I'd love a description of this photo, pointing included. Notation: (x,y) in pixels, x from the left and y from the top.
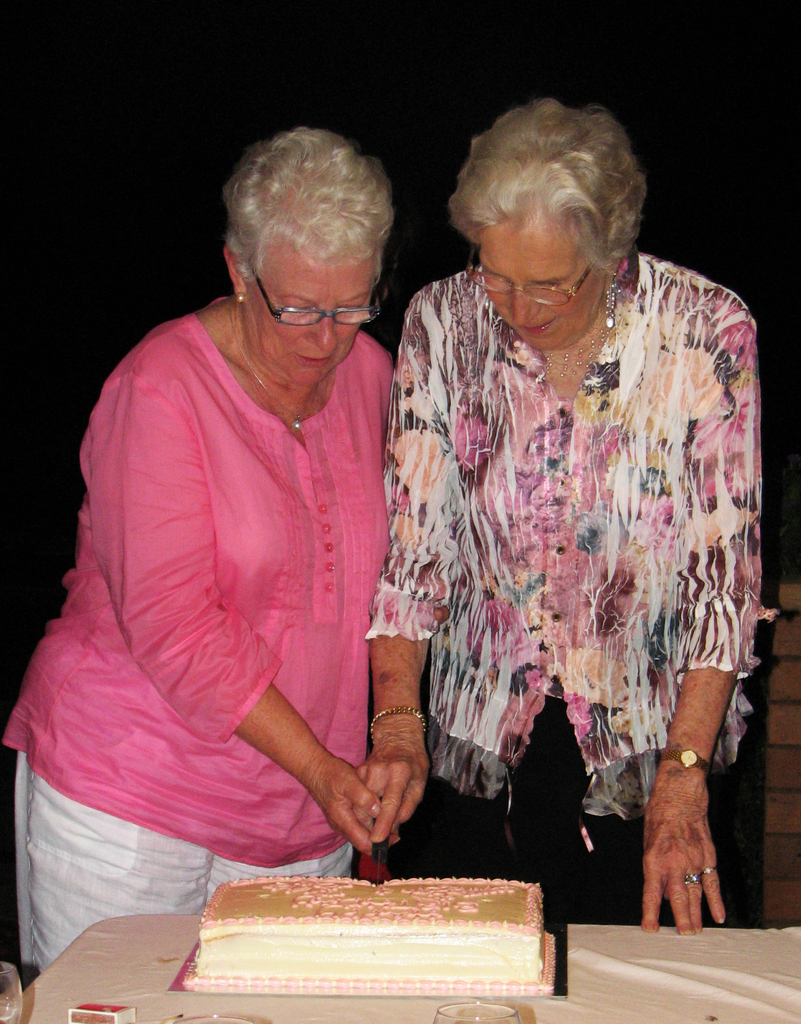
In this picture we can see two persons (392,701) standing together and cutting the cake (499,986). This is the table (735,982) and there is a matchbox (96,1023) on the table (92,993). Here we can see these two persons (365,298) wearing spectacles (328,315).
